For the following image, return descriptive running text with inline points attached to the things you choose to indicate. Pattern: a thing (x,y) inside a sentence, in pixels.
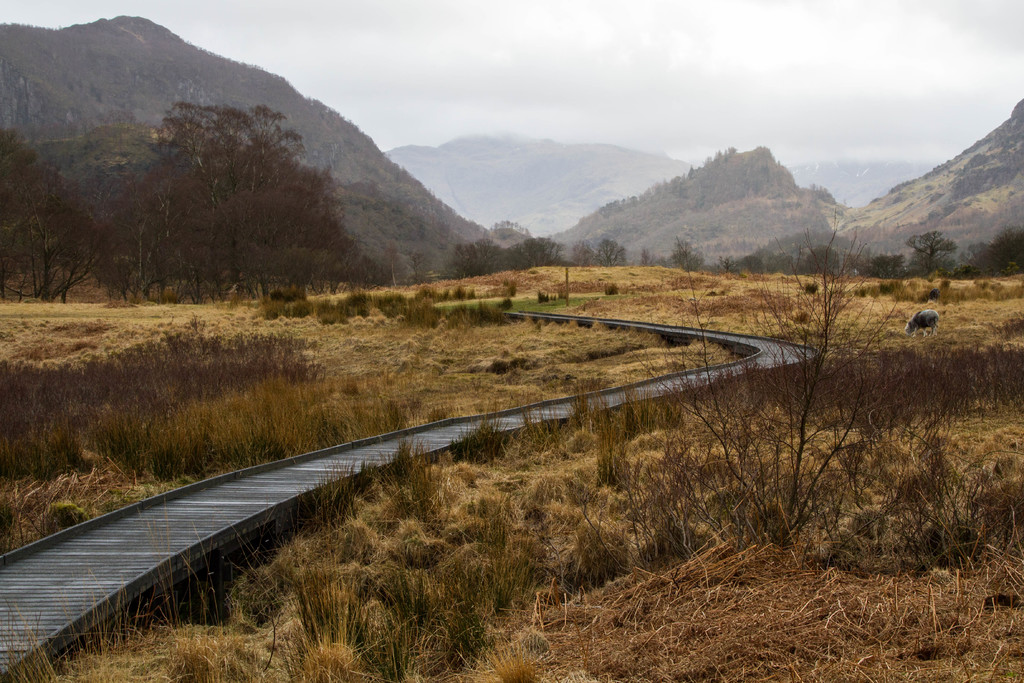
In the center of the image (380,454) there is a track (117,553). At the bottom of the image (604,510) there is grass (762,593) on the surface (797,593). On the right side of the image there is an animal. In the background of the image (440,253) there are trees (302,231), mountains (592,198) and sky (550,64).
